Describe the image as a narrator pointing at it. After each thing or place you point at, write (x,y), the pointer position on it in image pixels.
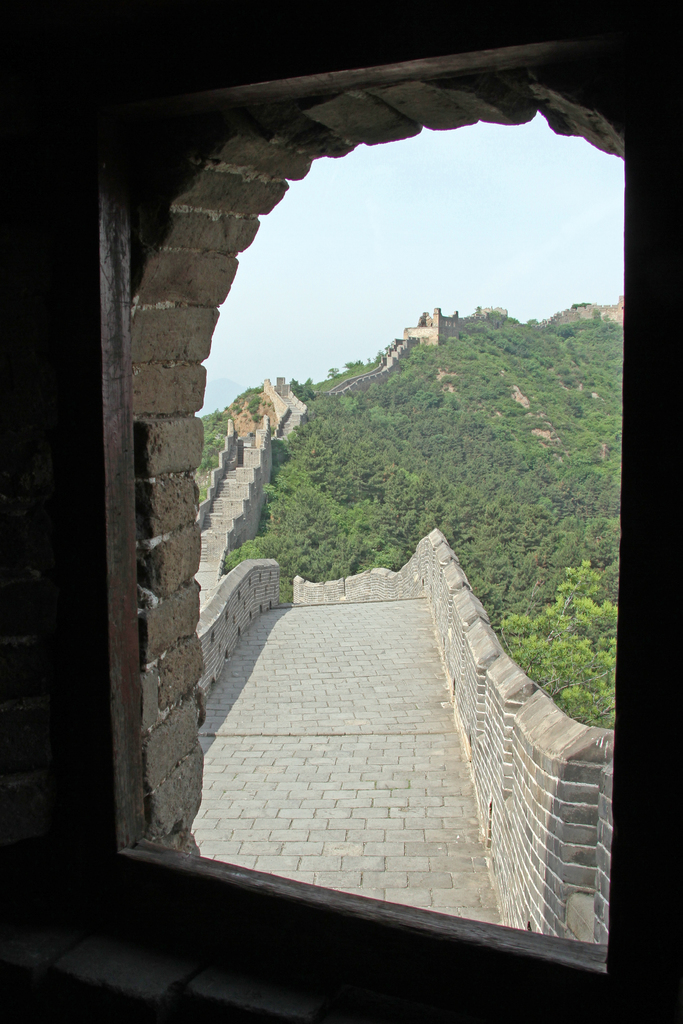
In this image from the brick window (353,103) we can see the great wall of china (256,521), besides the wall (246,449) there are trees (561,607).
